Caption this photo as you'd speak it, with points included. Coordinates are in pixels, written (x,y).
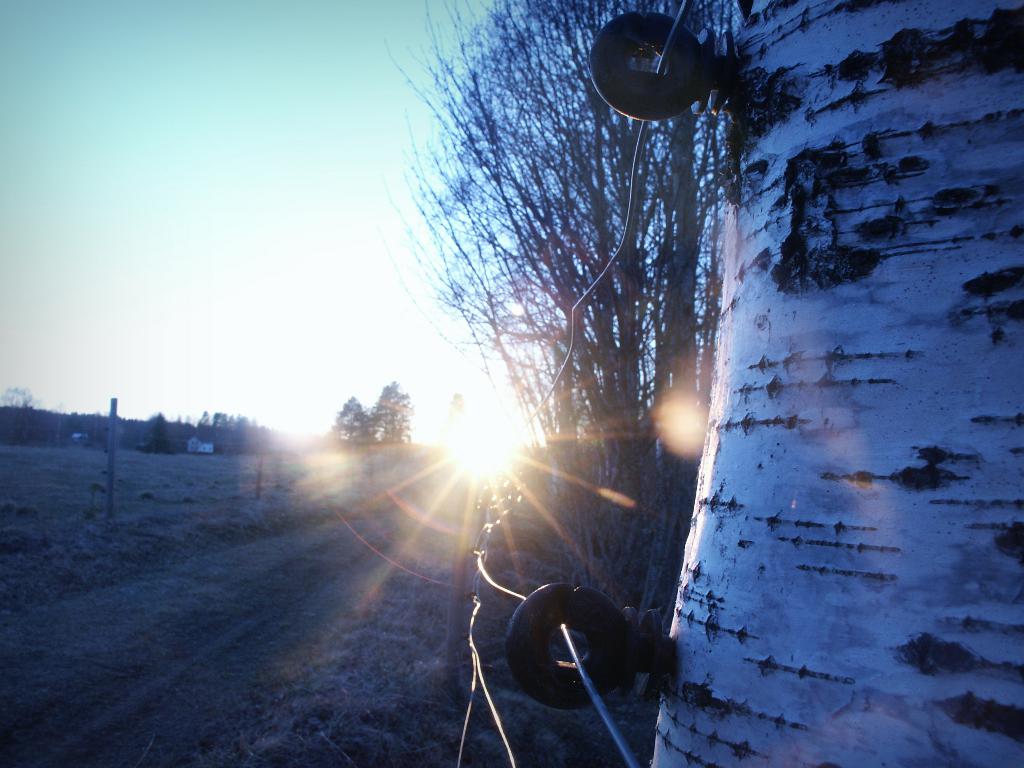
On the right side of the image (718,473) I can see the tree trunk (818,551), I can see fence (544,649), dry trees (613,481), sun rays (508,500), road (293,540), ground (227,539) and the plain sky (190,239) in the background (190,239).
